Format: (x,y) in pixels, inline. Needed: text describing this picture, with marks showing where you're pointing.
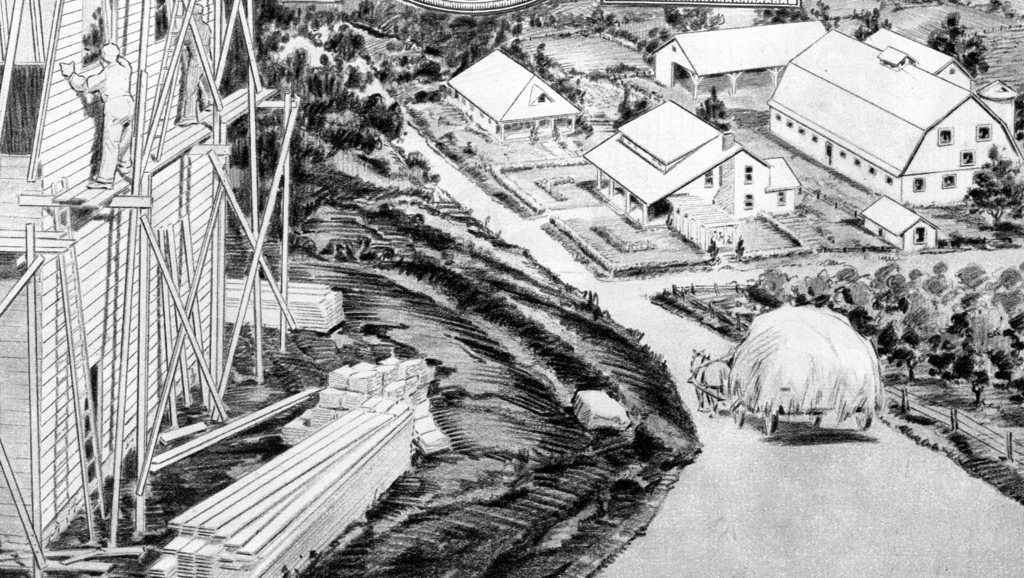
This is a black and white animated image, in this image there are trees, houses (721,144) and a horse cart (783,381), on the left side (16,532) there is a house construction (211,211) and there are wooden planks (247,547).
